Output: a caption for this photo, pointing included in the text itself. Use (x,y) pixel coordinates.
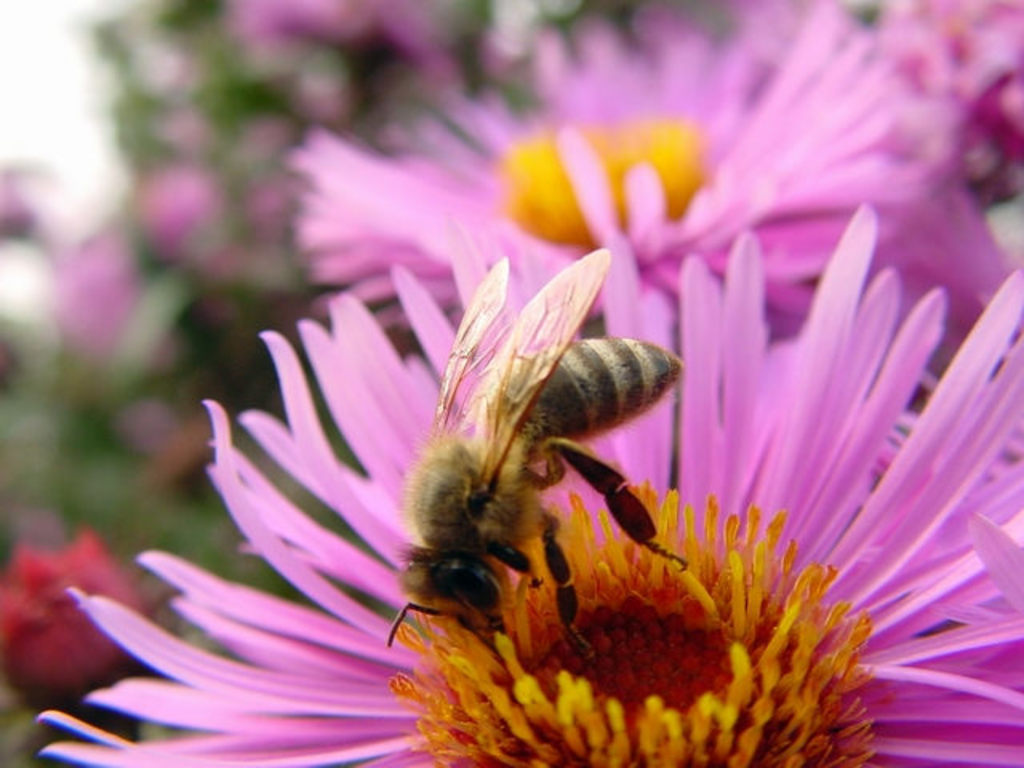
In the center of the image (362,328) there is a flowers (669,401). On flower (699,466) a honey bee (566,460) is there. On the left side (136,273), the image is blur.
